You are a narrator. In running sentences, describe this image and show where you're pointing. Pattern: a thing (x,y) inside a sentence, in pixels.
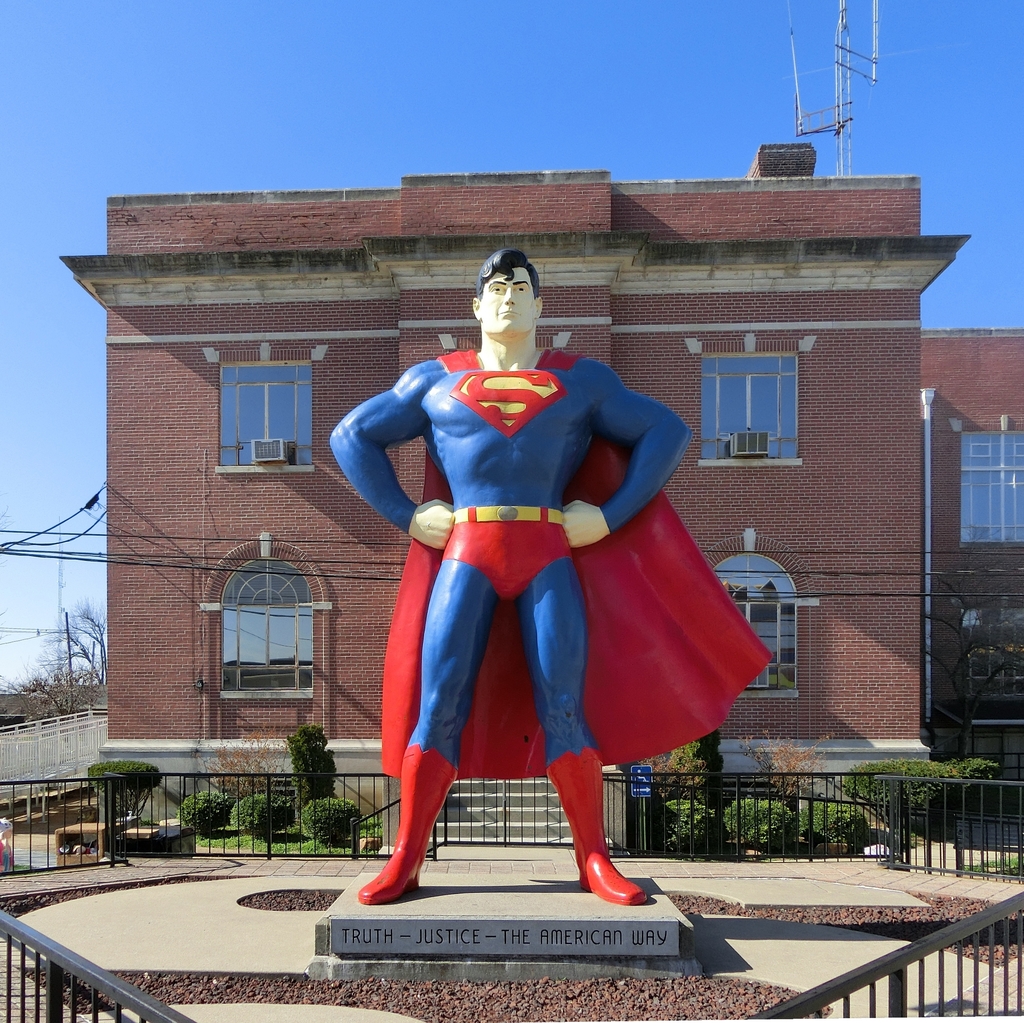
In this image I can see a statue (464,606) of a man (512,578). In the background (500,208) I can see buildings (662,337), trees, plants (860,825), the grass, fence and the sky (319,114).
